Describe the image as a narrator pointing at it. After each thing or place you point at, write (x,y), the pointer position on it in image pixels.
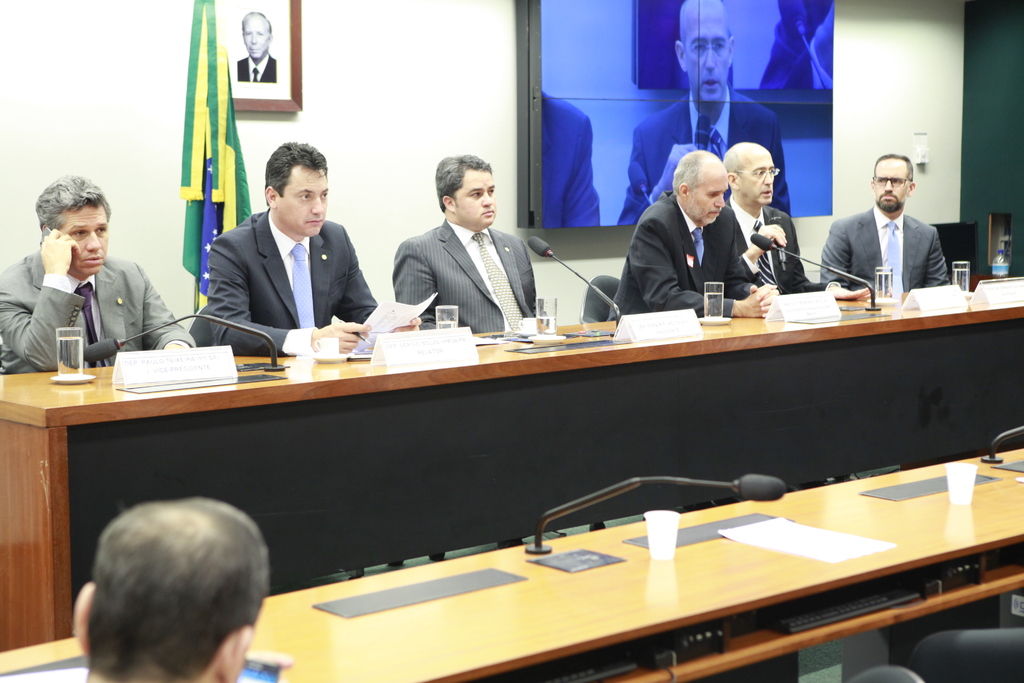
This image consists of many people (20,308) wearing suits (651,250). It looks like a conference hall (449,537). In the front (717,613), there is a table (670,595) on which there are mics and glasses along with name plates (216,367). In the background (490,79), there is a wall (308,66) on which a frame (299,58) and screen (564,127) are fixed. And there is a flag (189,139).
